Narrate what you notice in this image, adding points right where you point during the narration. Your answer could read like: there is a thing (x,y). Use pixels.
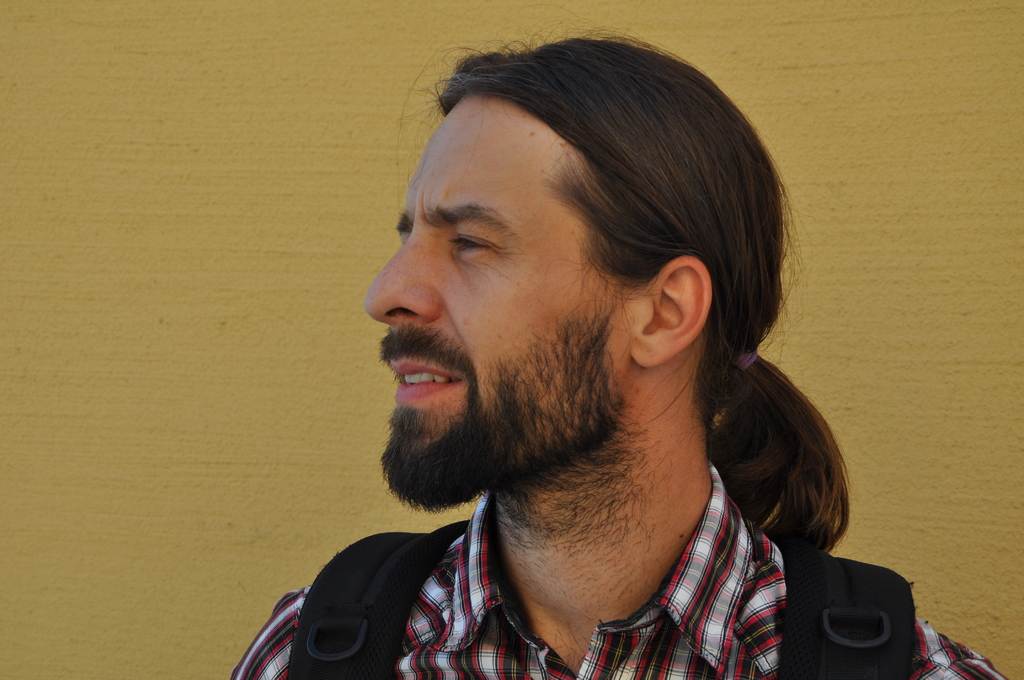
In this image I can see a man (499,626) is wearing a bag (414,580). In the background (9,121) I can see a wall (386,227). This image is taken may be in a day.
